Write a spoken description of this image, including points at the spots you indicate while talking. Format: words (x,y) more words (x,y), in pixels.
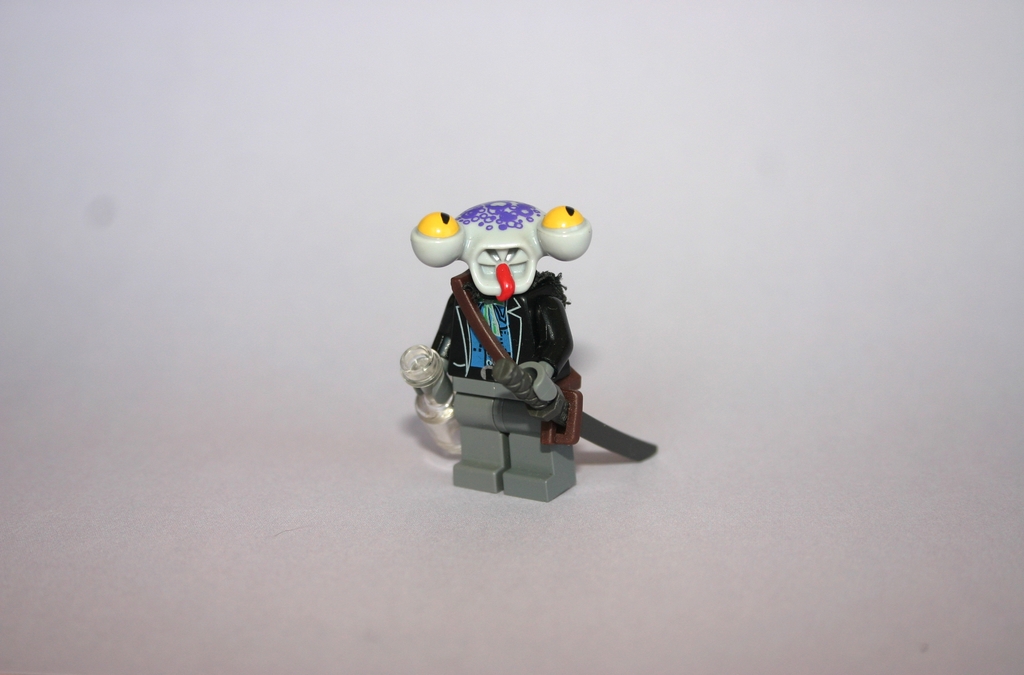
In this picture I can see a toy (515,328) of a person (486,305).
